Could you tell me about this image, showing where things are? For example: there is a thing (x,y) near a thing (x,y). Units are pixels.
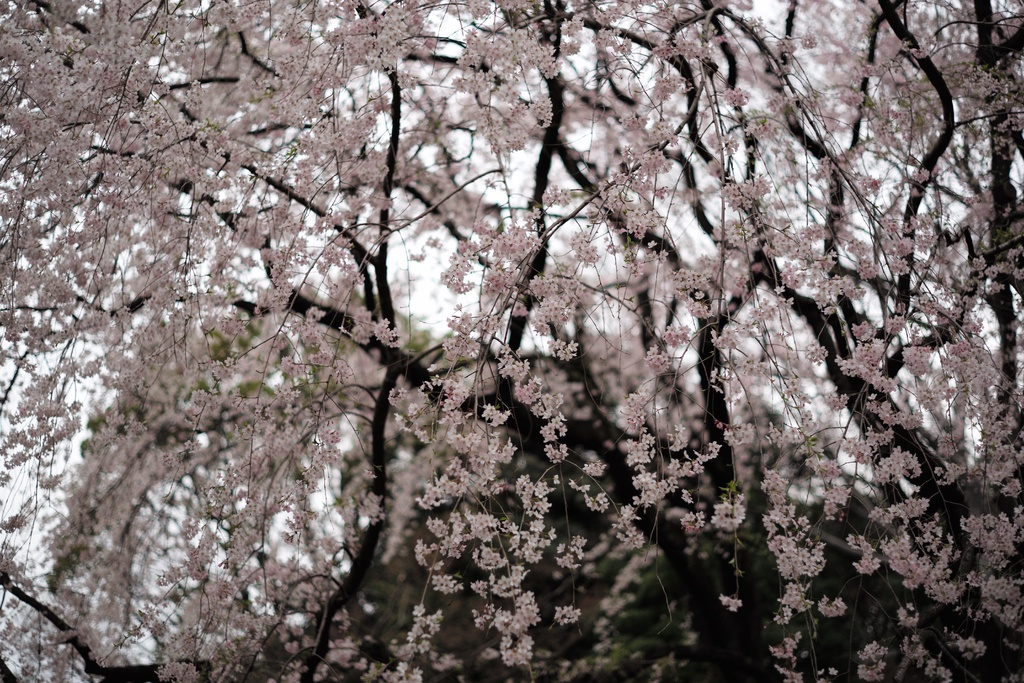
In this image I can see many trees (437,390). In the background (428,259) I can see the sky (419,250).
